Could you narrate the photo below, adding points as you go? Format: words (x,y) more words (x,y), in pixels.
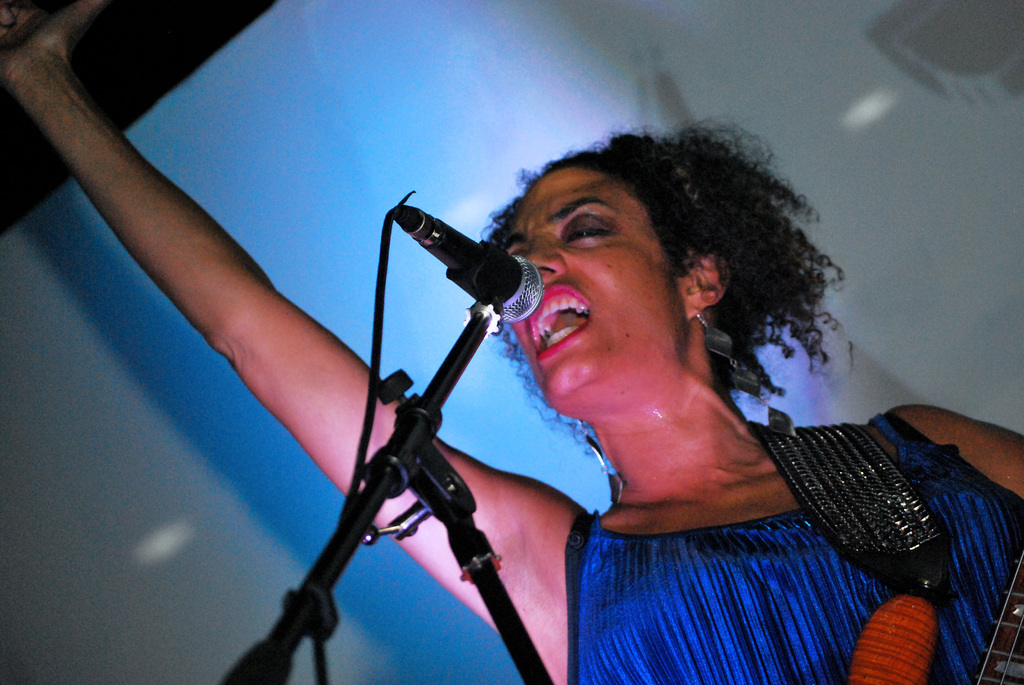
In the picture I can see a woman (727,566) and a microphone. In the background (203,627) I can see a white color object (203,627).
